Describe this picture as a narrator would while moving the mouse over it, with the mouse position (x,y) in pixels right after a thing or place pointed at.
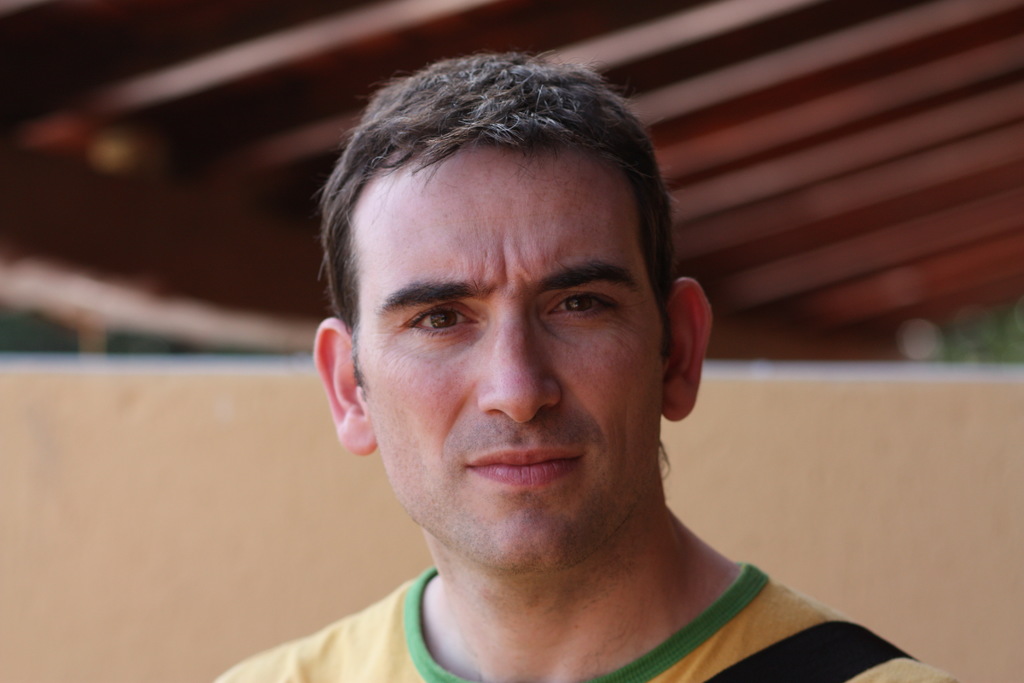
In this image, I can see the man (653,631). He wore a T-shirt (725,625). In the background (781,452), I think this is the wall (769,506). At the top of the image (325,37), that looks like a roof (832,160).
